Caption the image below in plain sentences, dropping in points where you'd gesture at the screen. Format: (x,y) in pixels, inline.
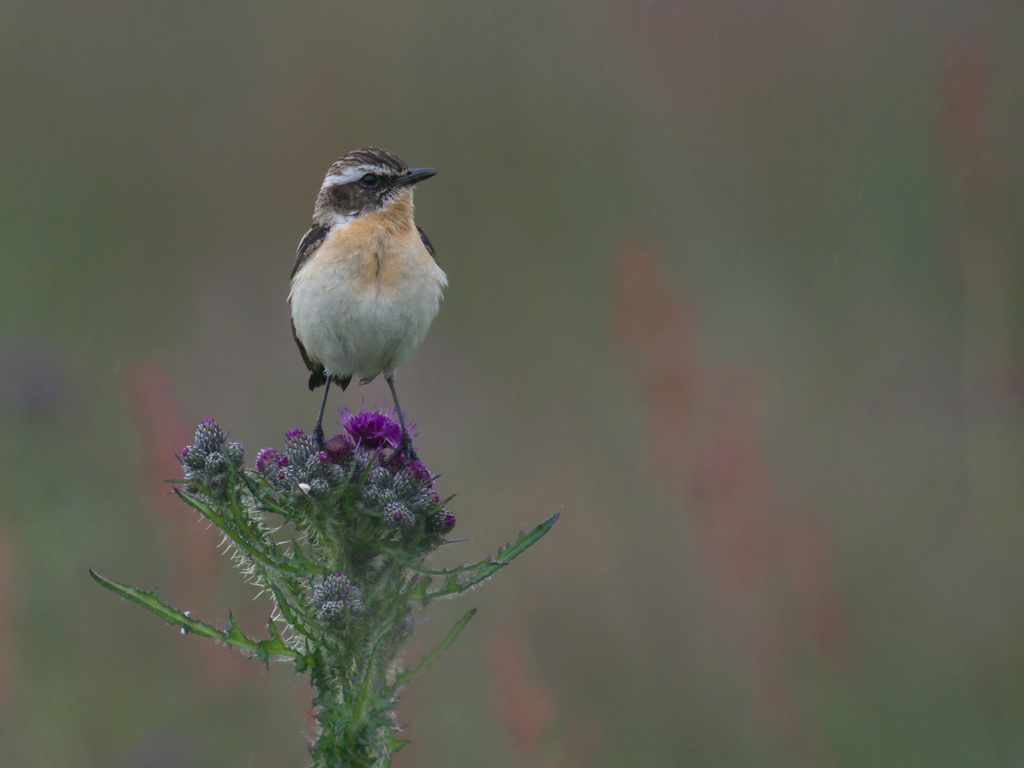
In this image in the front (315,344) there is a bird (351,344) standing on the flowers (367,494) and the background (12,631) is blurry.
